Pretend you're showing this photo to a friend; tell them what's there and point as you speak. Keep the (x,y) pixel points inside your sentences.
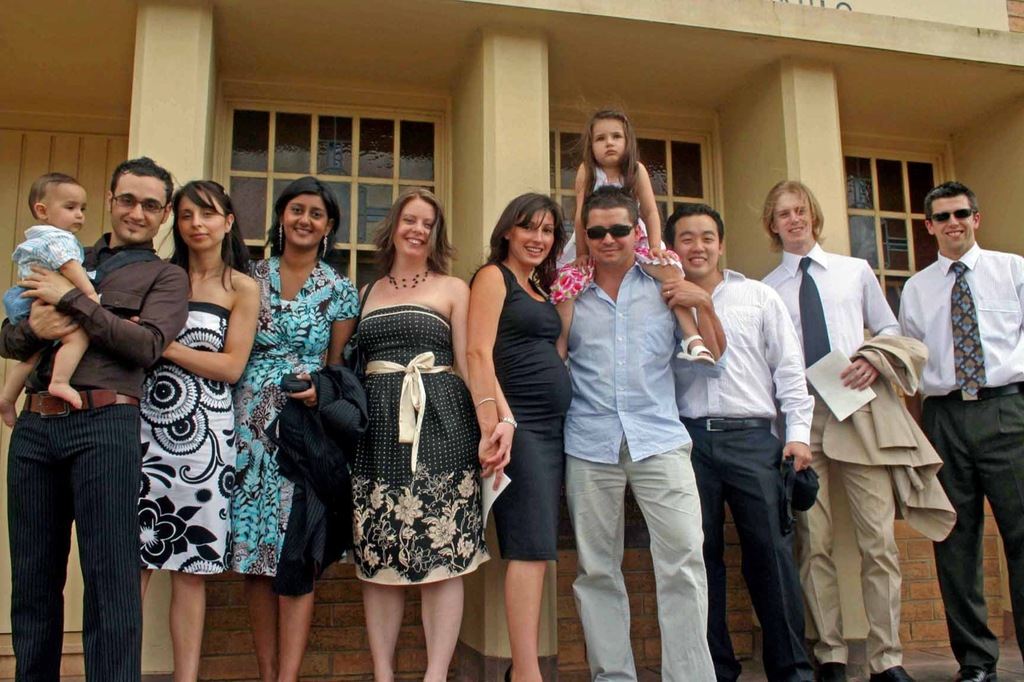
In this image in front (651,401) there are few people (530,334) standing on the floor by wearing a smile on their faces (712,230). Behind them there is a building (532,98) with the glass windows (871,162).
